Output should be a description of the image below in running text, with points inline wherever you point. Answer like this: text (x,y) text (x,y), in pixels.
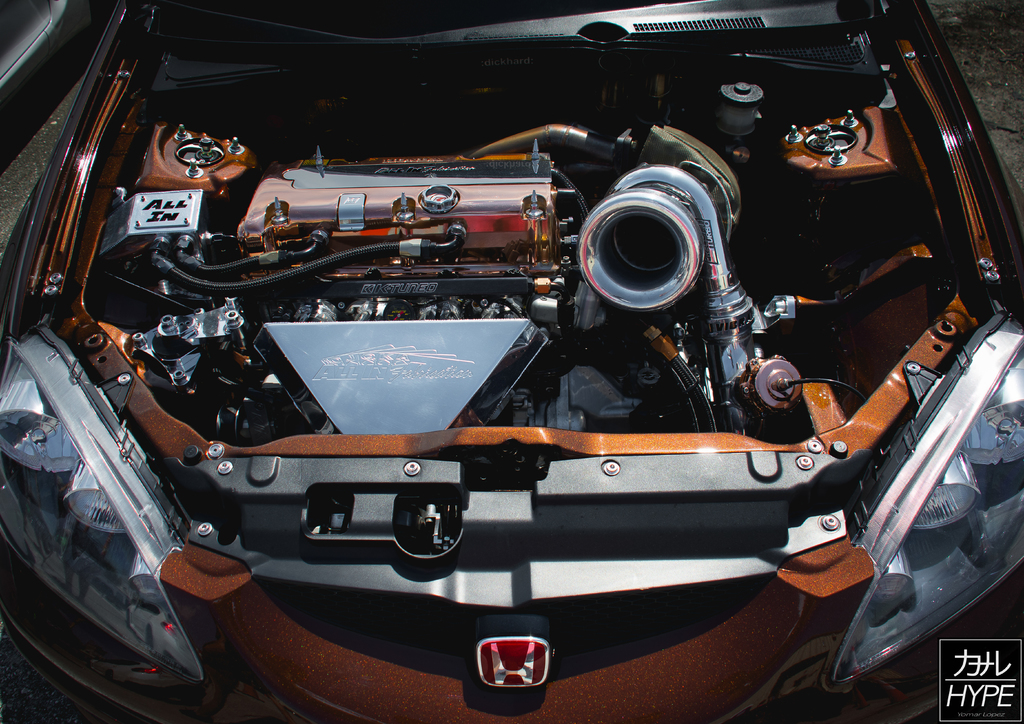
In this picture there is a car (439,343) in the center of the image (582,376).
